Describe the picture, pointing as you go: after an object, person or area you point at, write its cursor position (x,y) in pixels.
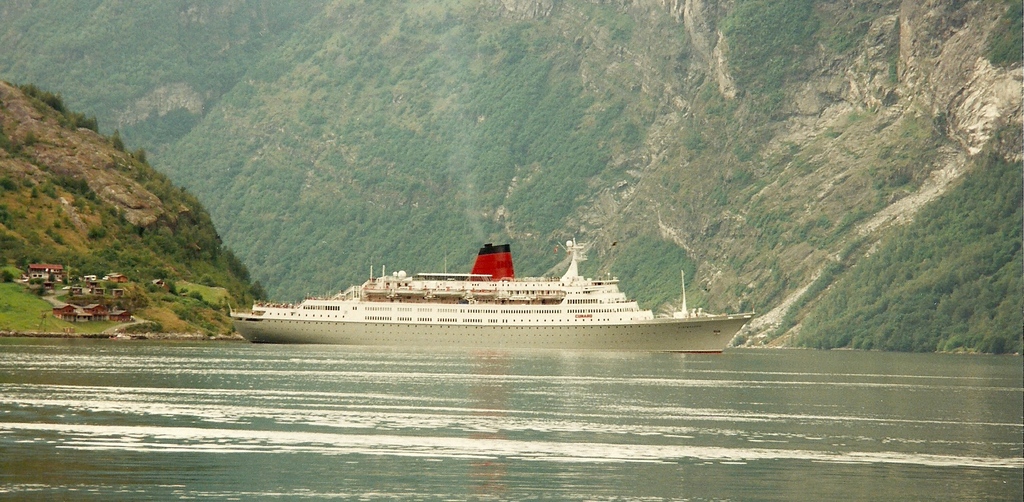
There is a ship (603,338) on the water (410,418). Here we can see houses (79,292), grass (22,294), and trees (173,241). In the background (262,130) there is a mountain (652,167).
